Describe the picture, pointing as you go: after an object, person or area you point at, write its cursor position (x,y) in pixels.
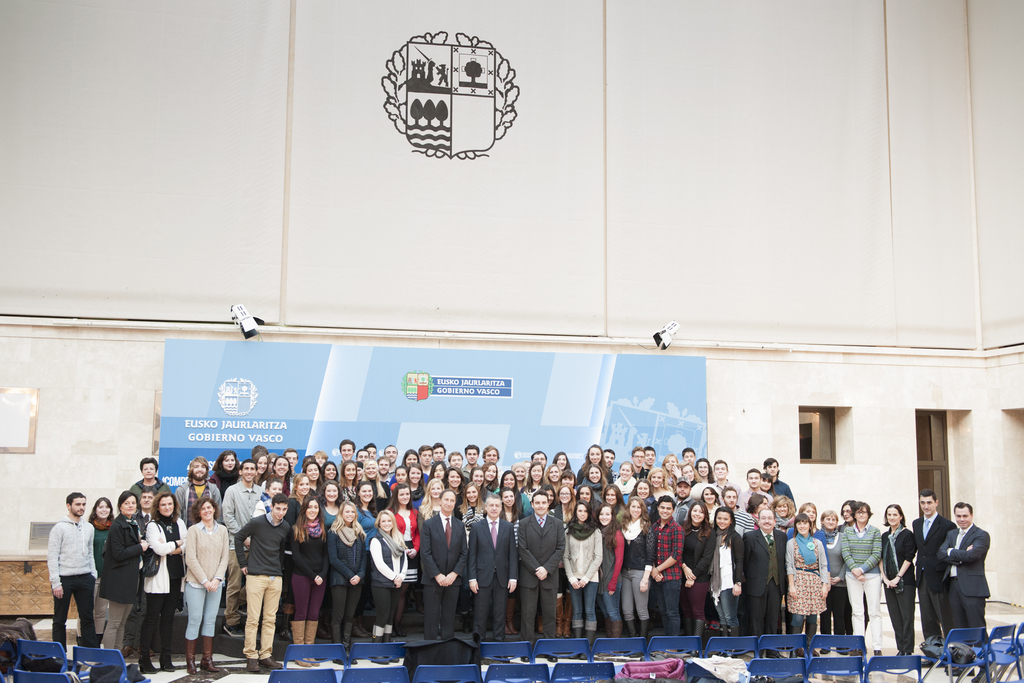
In the center of the image (606,455) there are many persons (422,583) standing on the floor (990,606). At the bottom (1001,668) we can see chairs (998,638). In the background (248,390) there are lights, advertisement (211,405), window (800,460), door (935,470) and wall (611,226).
